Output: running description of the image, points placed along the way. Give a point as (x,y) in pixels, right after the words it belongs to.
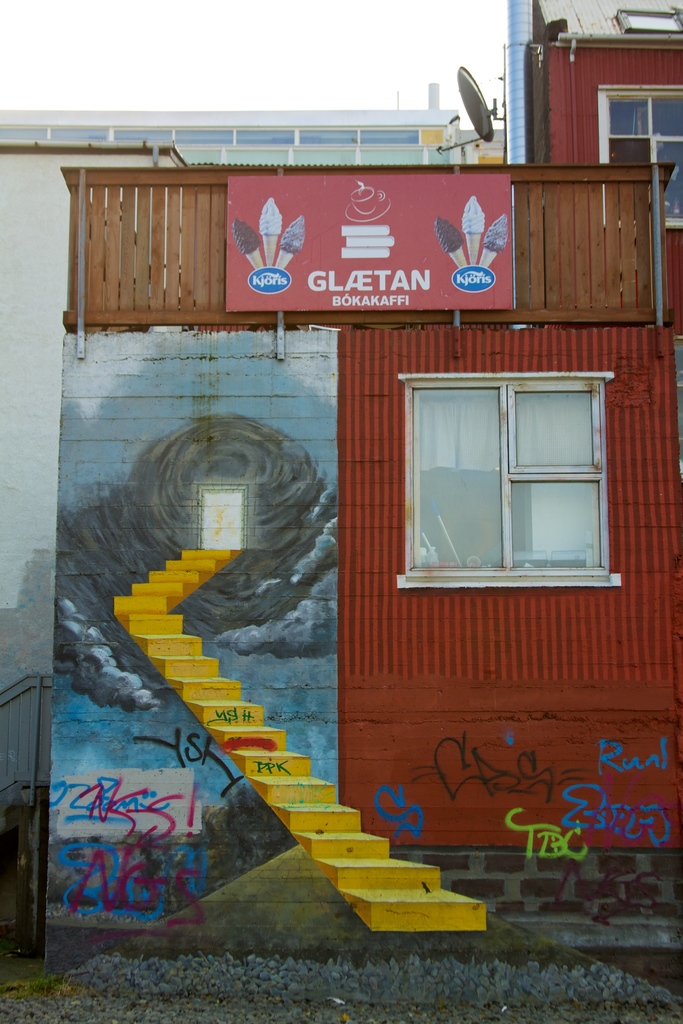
In this picture I can see there is a building (431,486) and there is a painting (86,560) of stairs (249,724) and the sky (316,62) is clear.
